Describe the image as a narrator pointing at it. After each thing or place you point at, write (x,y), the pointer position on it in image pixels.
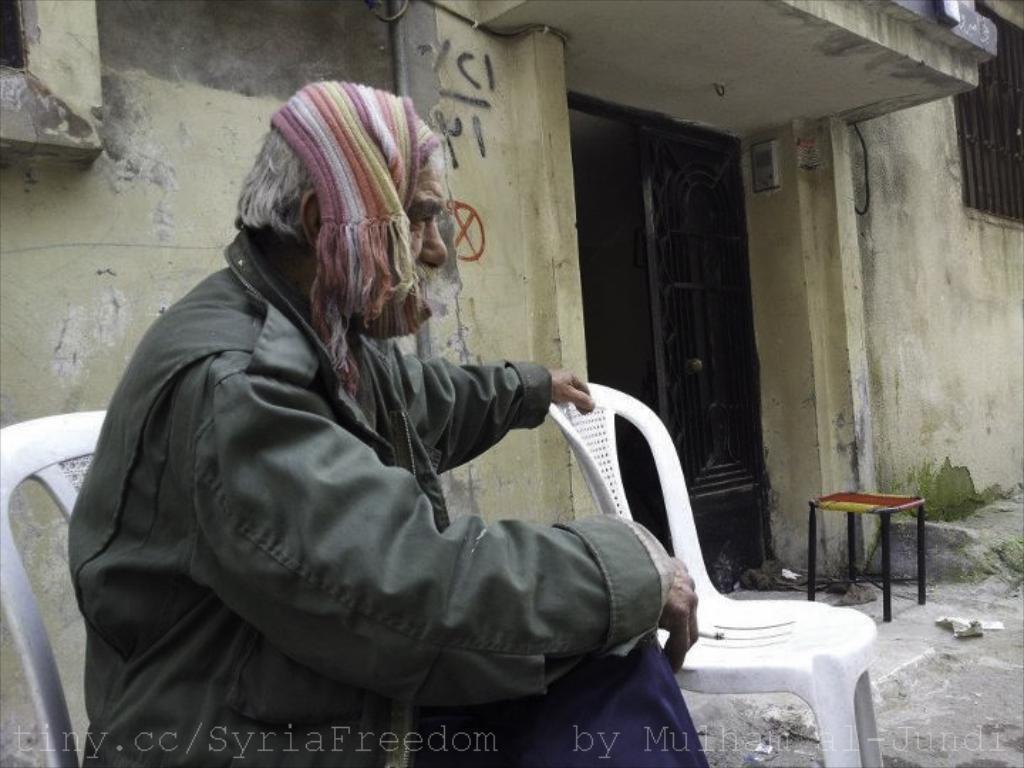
On the left (72,425) a person (145,447) is sitting on a chair (0,514) and there is a cigarette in his finger (675,632) and tied his head (274,188) with a cloth (346,225) and placed his one hand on the beside chair (620,506). In the background (261,93) we can see wall (983,224), door (677,327), window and a stool (920,581) on the ground (927,663).
